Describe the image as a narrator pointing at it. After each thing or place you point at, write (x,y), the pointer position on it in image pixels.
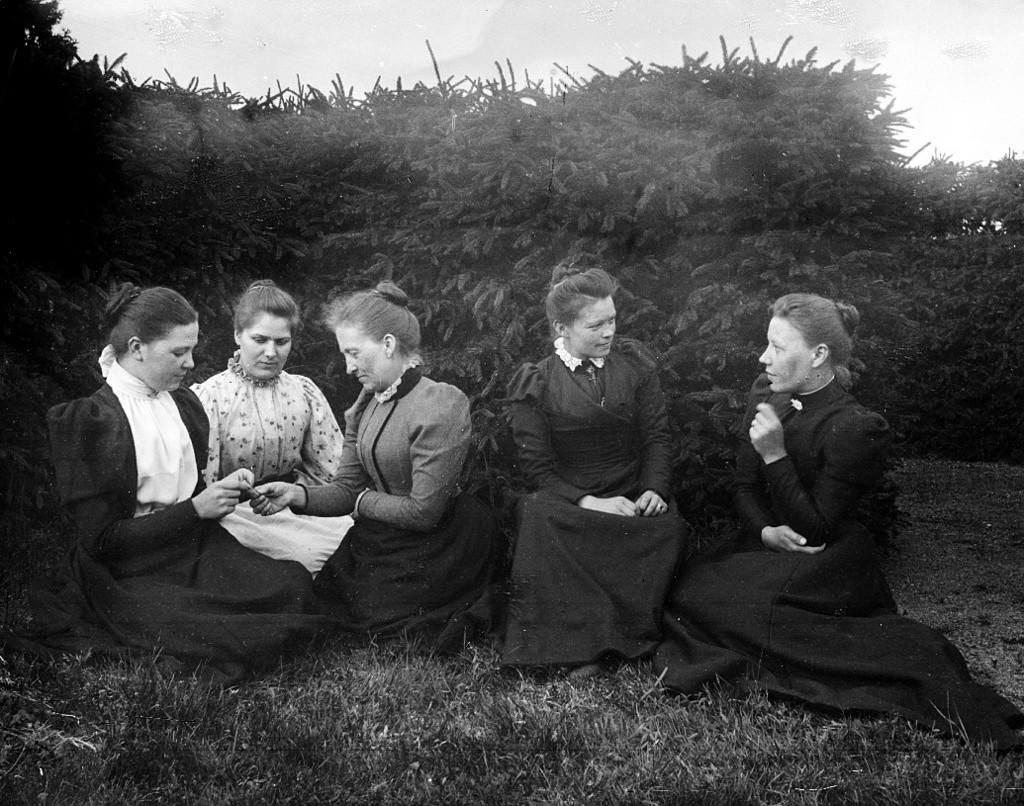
In this image in front (814,580) there are people (491,594) sitting on the grass (589,748). In the background of the image (702,218) there are trees (680,179) and sky (435,37).
